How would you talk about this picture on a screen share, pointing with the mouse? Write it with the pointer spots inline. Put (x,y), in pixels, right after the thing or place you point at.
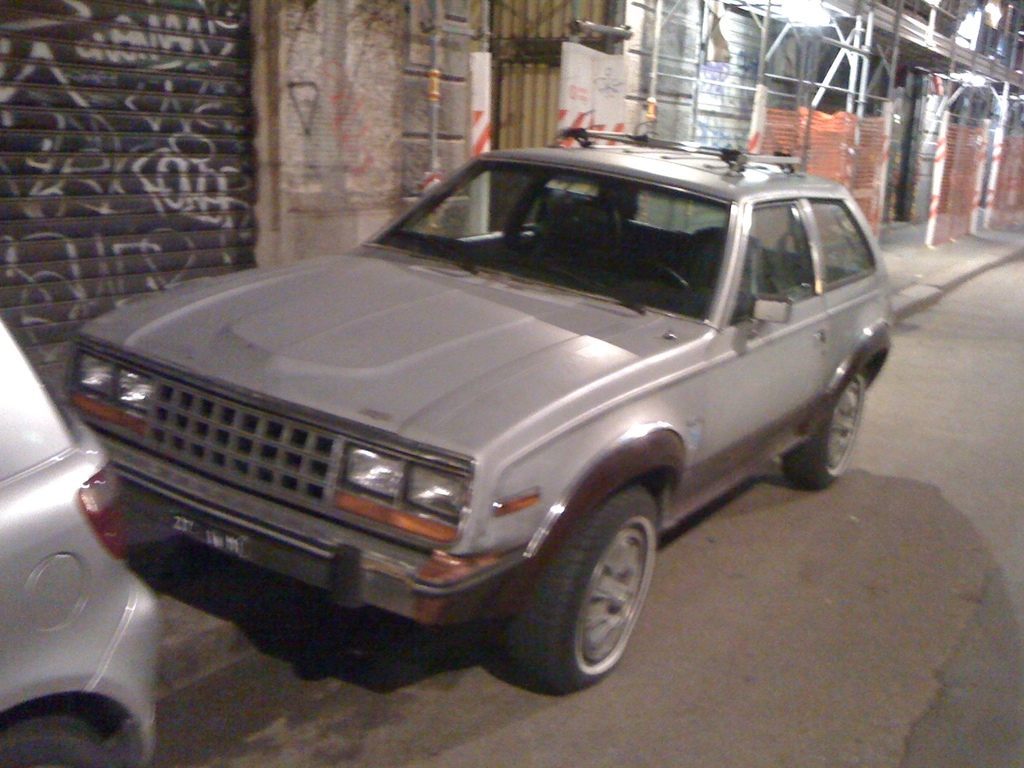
In this image we can see motor vehicles (582,492) on the road (258,651) and buildings (701,99) and grills (961,125) in the background (356,58).
